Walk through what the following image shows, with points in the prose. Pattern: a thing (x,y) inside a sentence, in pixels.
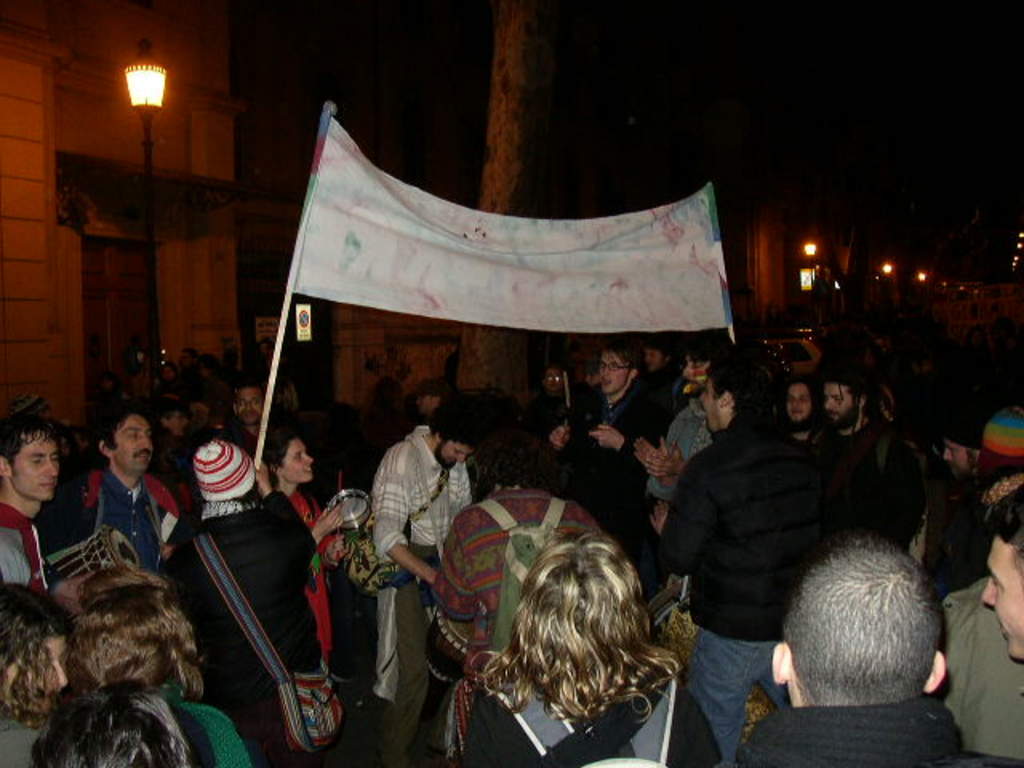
In this image there are group of people (582,582) standing and some of them are wearing bags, and two of them are holding board (591,273). And in the background (839,230) there are buildings (24,307), poles (818,267), lights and plants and tree (534,190).
